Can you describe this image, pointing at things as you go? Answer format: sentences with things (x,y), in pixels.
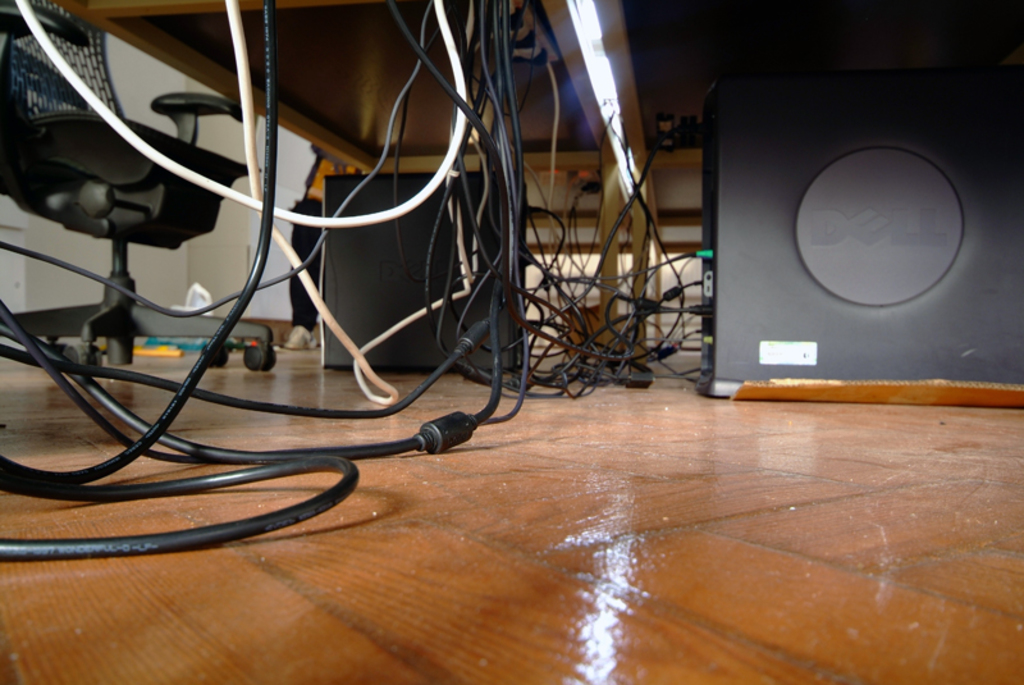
This picture is clicked inside the room (569,421). Here, we see many cables (532,262) under the table (578,139). We even see CPUs (1016,273) are placed under the table (259,112). Beside that, we see a black color chair (166,218) and behind that, we see a wall (161,277) which is white in color.
